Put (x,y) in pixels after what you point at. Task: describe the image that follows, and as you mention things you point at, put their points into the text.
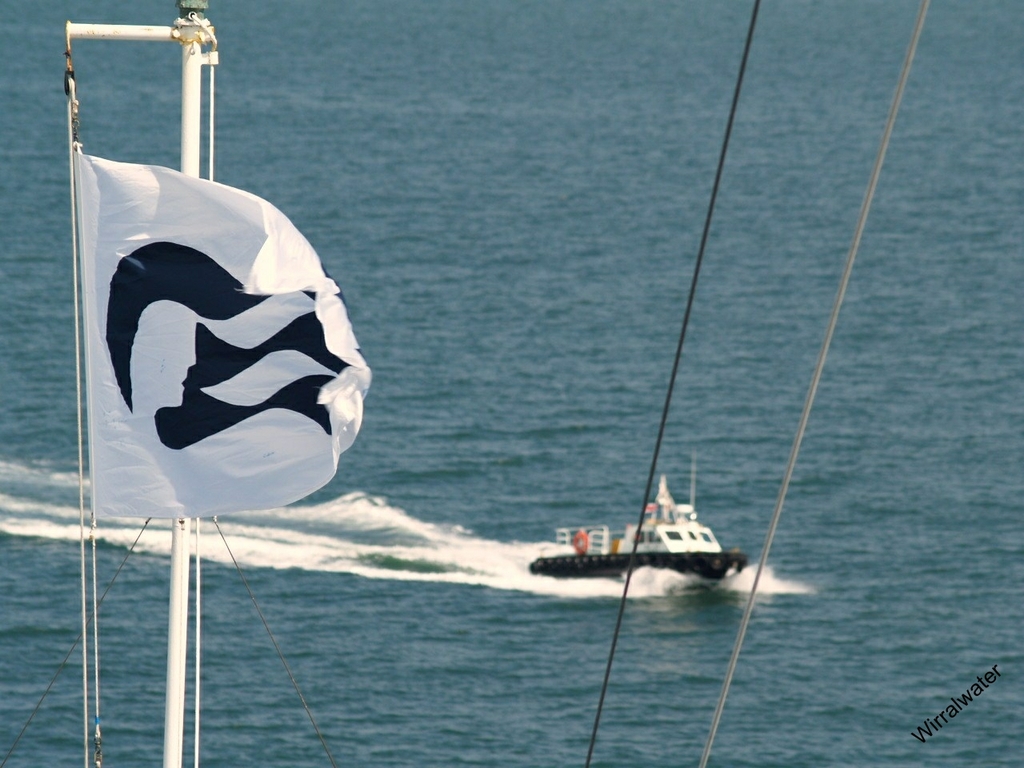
The flag (252,369) is in white and black color with a white pole (189,67). This is a sea (697,586) with a salt water (513,442). The boat (720,565) is floating on a sea (716,598).
